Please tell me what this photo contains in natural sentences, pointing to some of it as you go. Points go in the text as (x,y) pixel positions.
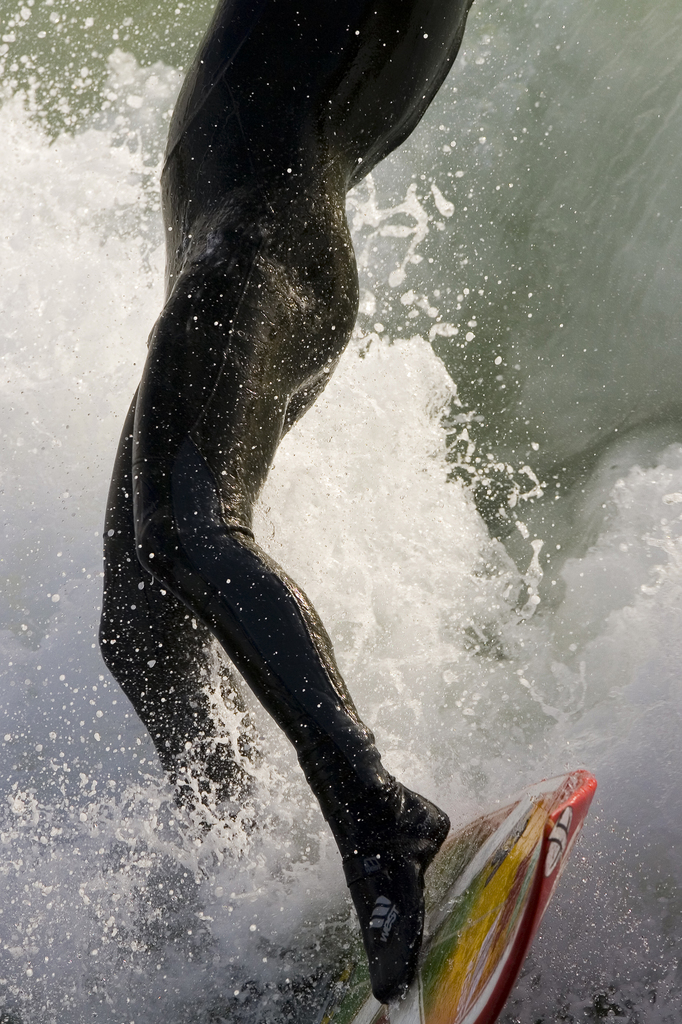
In this picture there is a person (311,772) surfing in the water (522,614) with surfboard (471,885).
